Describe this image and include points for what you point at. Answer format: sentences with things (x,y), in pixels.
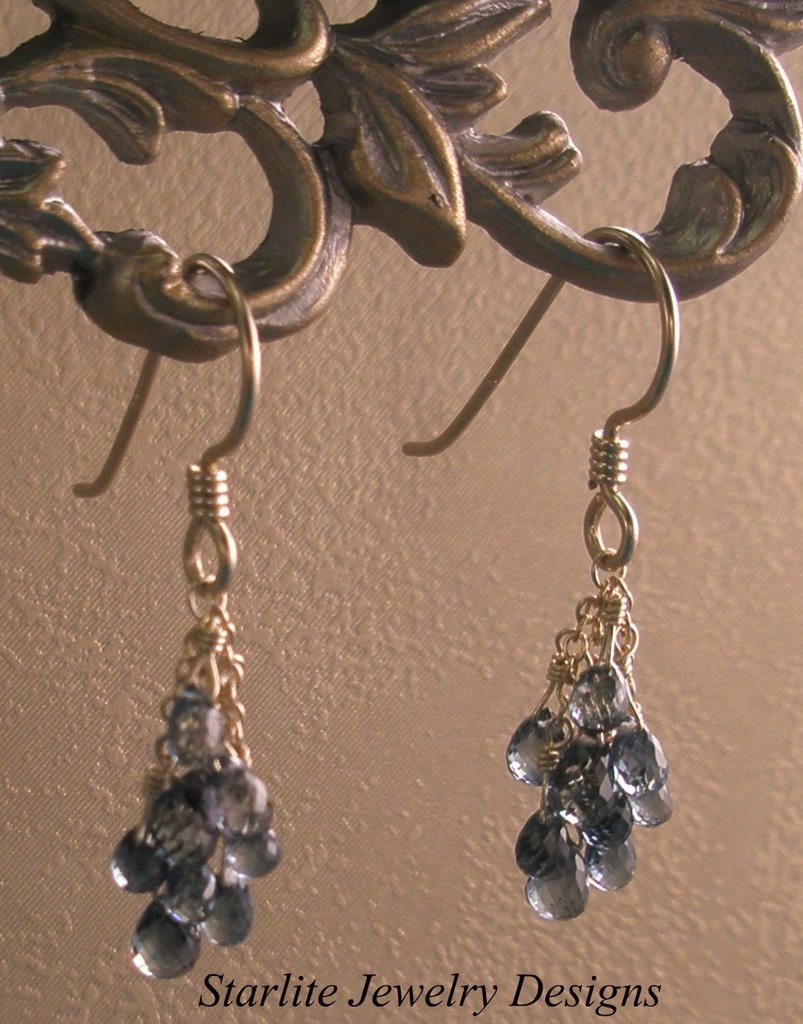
In this image I can see two earrings (618,702) are hanging to a metal object (100,241). In the background (344,558) there is a wall (407,923). At the bottom (304,1008) there is some edited text (400,999).
